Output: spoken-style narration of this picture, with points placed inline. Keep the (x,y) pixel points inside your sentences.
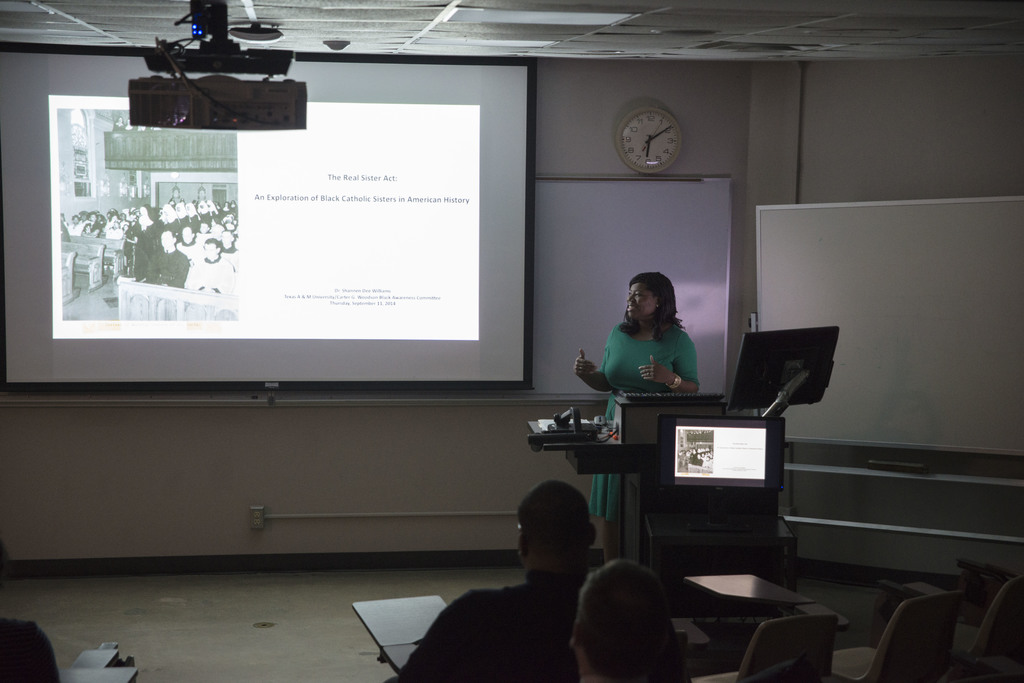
In this image I can see few persons (649,675) sitting. In front I can see the person (618,361) standing and the person (657,368) is wearing green color dress (681,343) and I can also see the projection screen (265,255) and a white color board (665,206) attached to the wall (664,104) and I can also see a clock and the wall (777,137) is in white color.
